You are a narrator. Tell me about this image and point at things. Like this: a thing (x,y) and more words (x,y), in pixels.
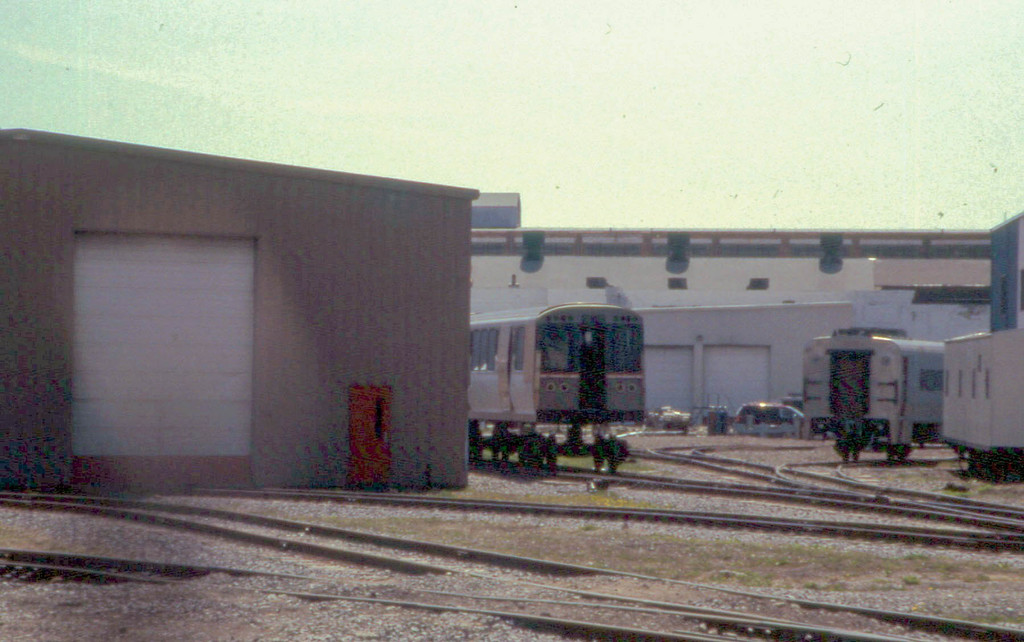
In this image we can see a few sheds (710,337) and train carriages (588,376). There is a railway track (570,608) in the image.
